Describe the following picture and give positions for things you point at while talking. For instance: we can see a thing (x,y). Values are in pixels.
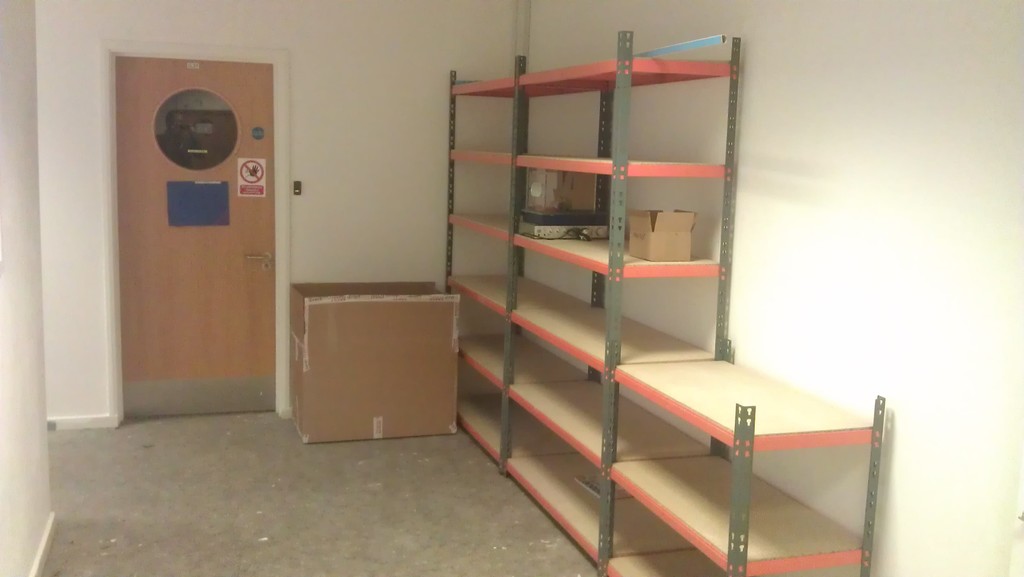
In this image there is a rack (615,250) and few objects (570,212) placed in it, beside that there is a box (338,350) made up of cardboard (320,361) and in the background (279,205) there is a wall (320,278) and a closed door (200,326).
